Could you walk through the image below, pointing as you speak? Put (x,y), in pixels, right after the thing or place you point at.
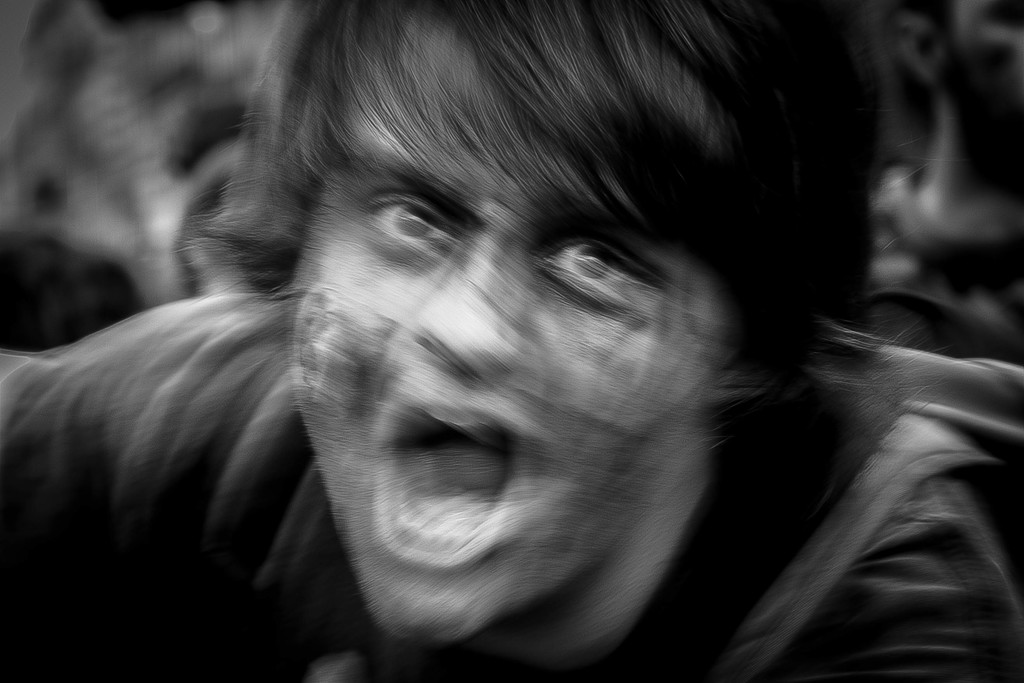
In this picture we can see a person (510,500) and in the background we can see it is blurry.
